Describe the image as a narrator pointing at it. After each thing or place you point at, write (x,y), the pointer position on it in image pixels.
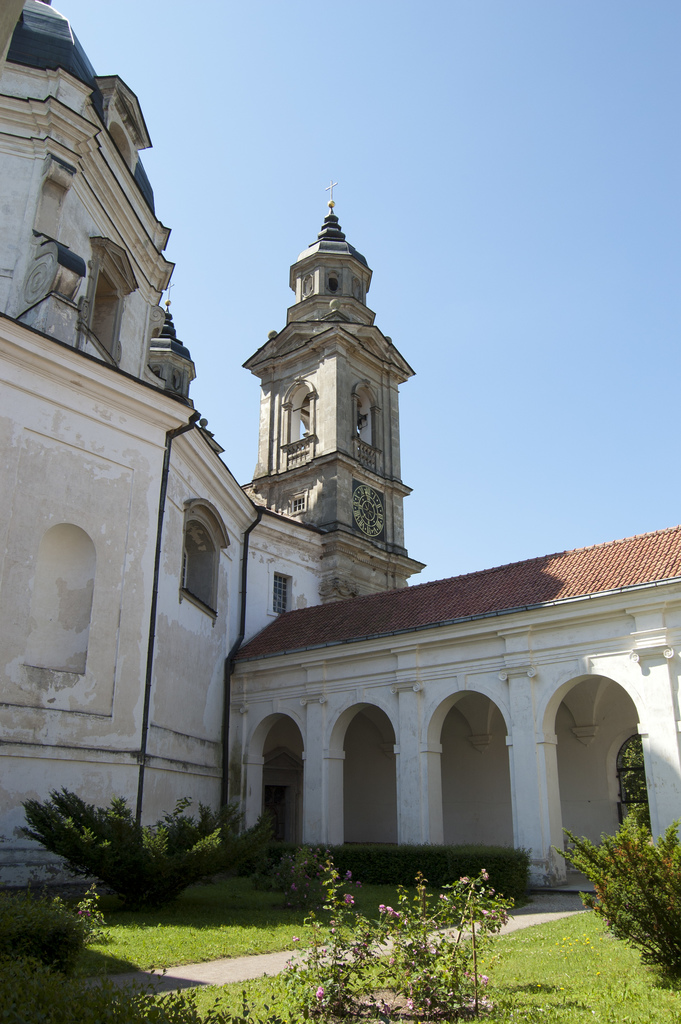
In this picture we can see grass (201,939) at the bottom (196,947), there are some plants (392,962) and shrubs (440,916) here, in the background (284,646) we can see a building (224,594), there is the sky (469,122) at the top of the picture (447,94).
